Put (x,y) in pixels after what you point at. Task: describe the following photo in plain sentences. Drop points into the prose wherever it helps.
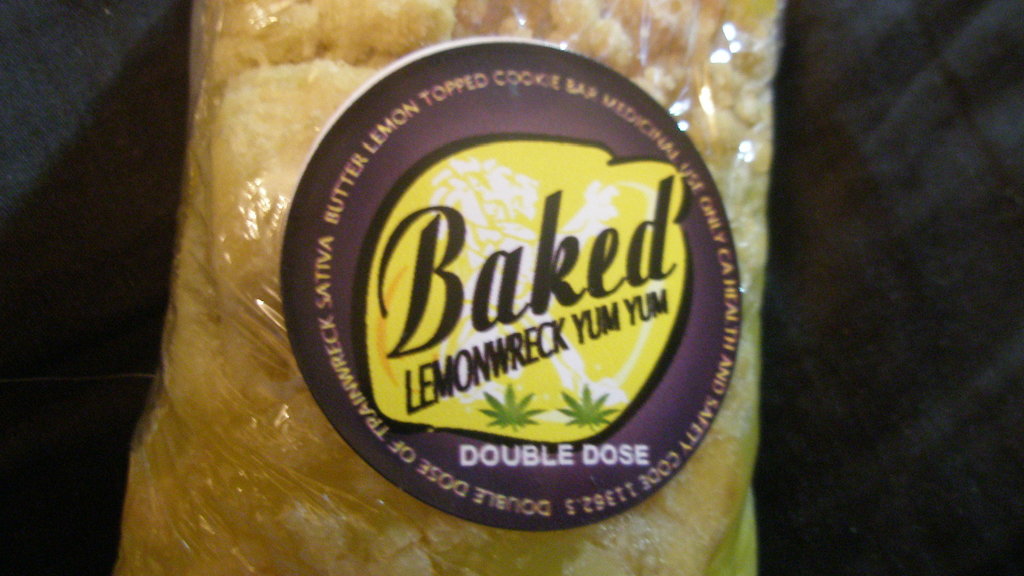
In this image there is a food packet (475,327) on that, there is a logo (516,301) and text (474,326).
